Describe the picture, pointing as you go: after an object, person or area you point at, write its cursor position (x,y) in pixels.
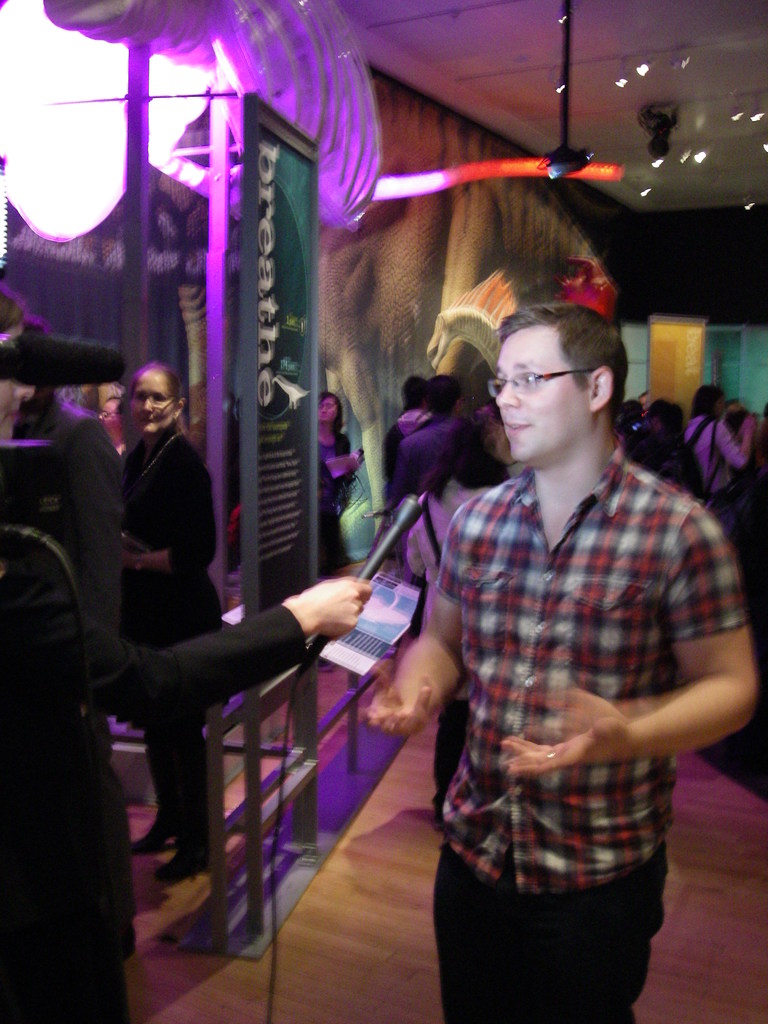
In this image we can see a group of people (333,583) standing on the floor (313,938). In that a person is holding a mic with a wire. On the backside (250,249) we can see a board (289,534) with a stand (297,709) with some text (292,510) on it, a wall (341,377) with some pictures (467,283) on it and a roof (485,28) with a pole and some ceiling lights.
